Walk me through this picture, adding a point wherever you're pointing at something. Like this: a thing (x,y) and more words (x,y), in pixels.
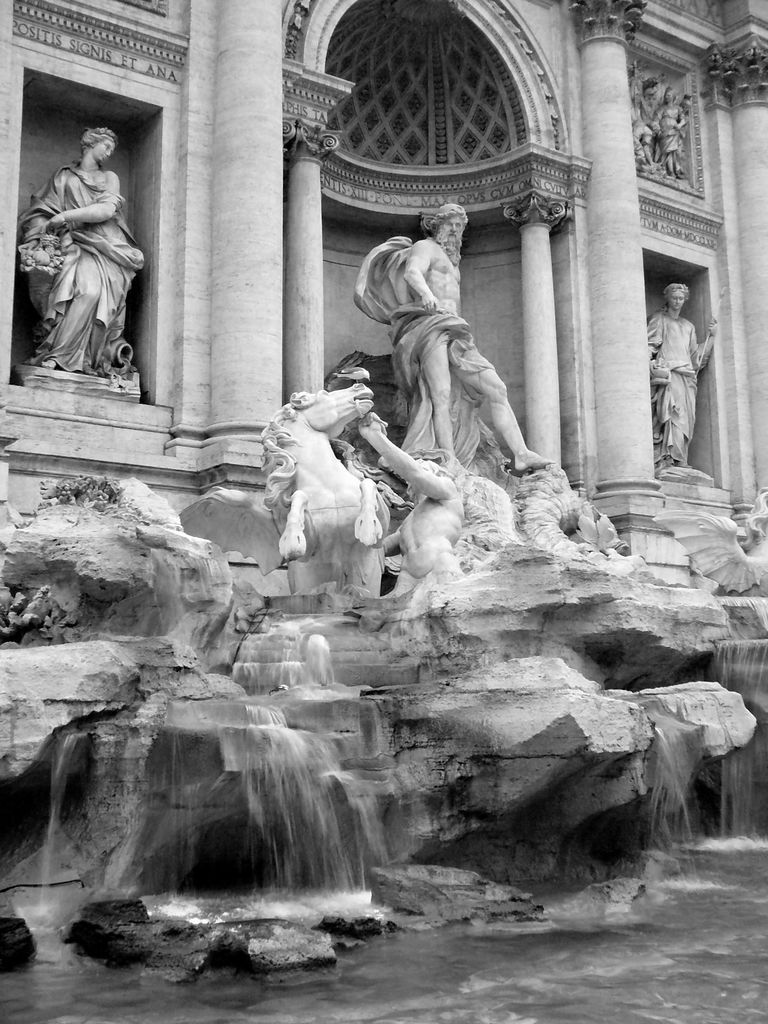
In this picture we can observe statues (425,398) of human beings (414,526) and a horse (321,518). We can observe some water (307,816). This is a black and white image. There are some pillars (611,106).
